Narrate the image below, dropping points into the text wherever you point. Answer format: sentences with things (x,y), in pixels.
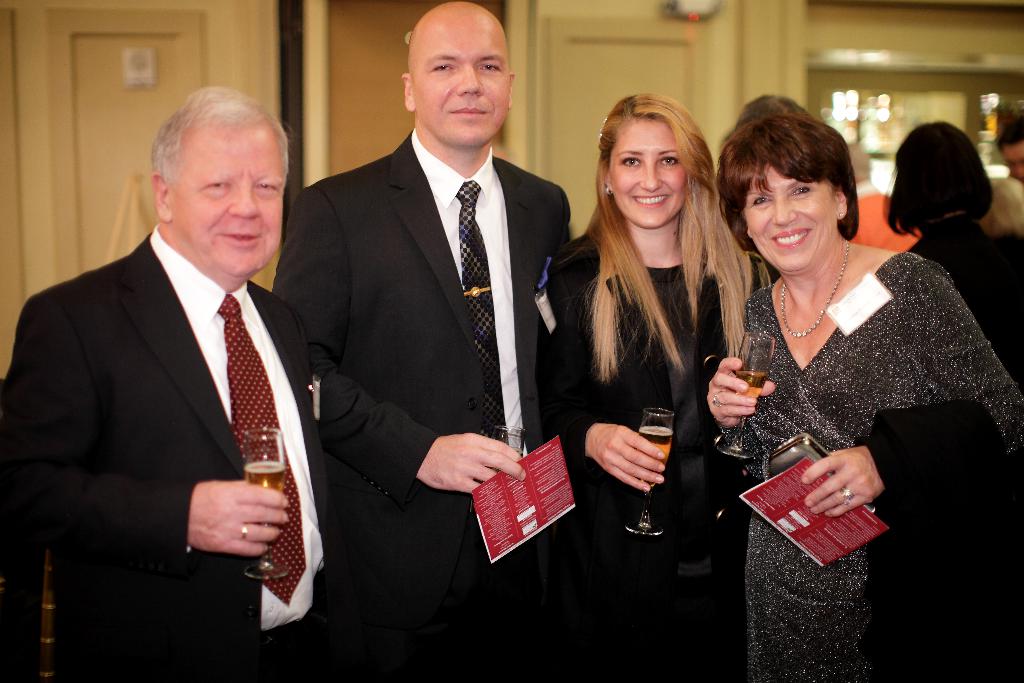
In this image there are four people (418,290) standing. They are smiling. They are holding glasses (258,449) and papers (550,455) in their hands (720,417). Behind them there is a wall (322,59). There are doors (398,121) to the wall (636,43). To the right (862,189) there are a few persons (976,194) standing behind them.
